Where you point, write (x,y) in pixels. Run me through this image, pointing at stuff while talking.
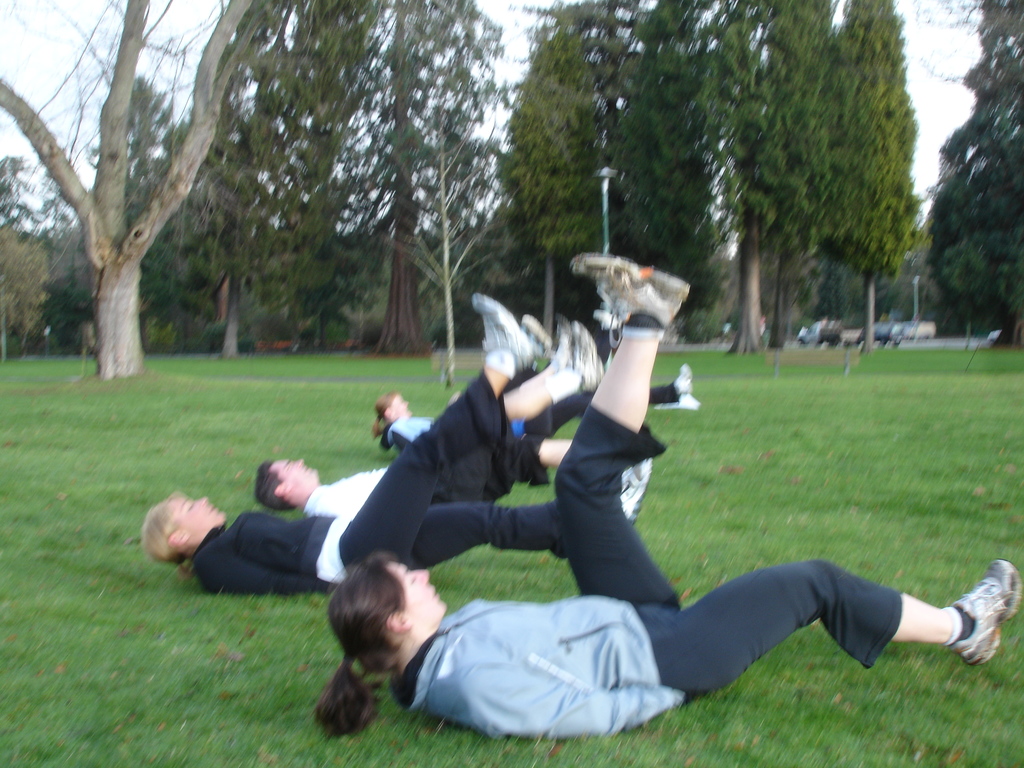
There are people (415,570) lying on a grassy land (543,500) as we can see at the bottom of this image (268,654). There are trees (459,251) in the background (591,284), and there is a sky (161,59) at the top of this image (149,67).
